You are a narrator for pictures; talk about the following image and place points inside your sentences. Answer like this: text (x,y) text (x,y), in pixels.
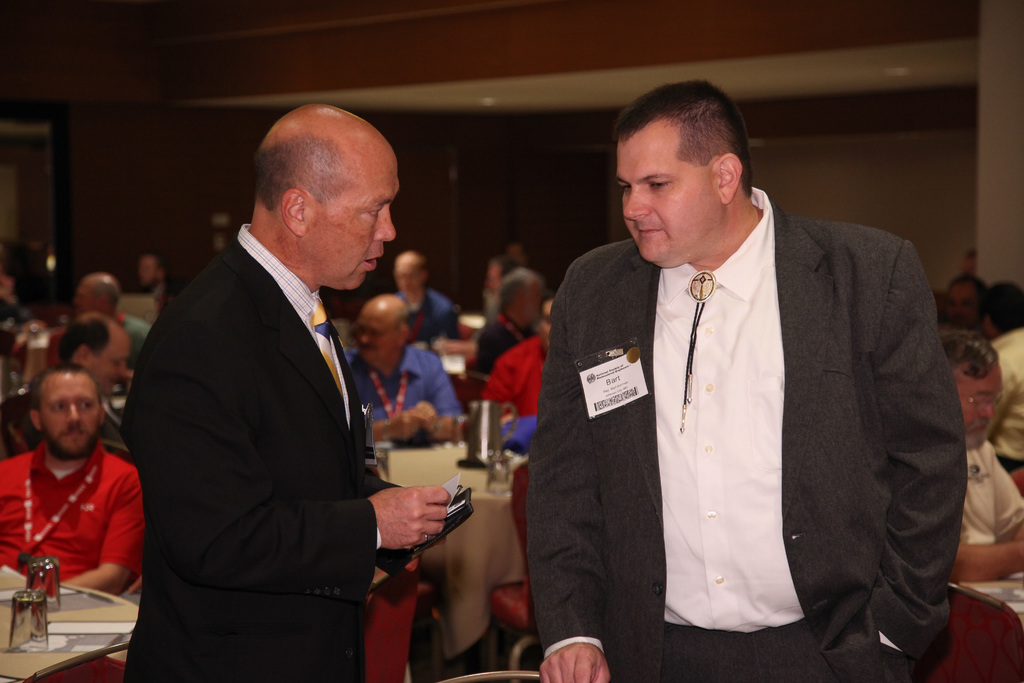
In this picture we can see a person (575,568) with a name card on him, here we can see a group of people (304,571), tables (481,571), glasses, wall (820,213) and some objects (399,593).
